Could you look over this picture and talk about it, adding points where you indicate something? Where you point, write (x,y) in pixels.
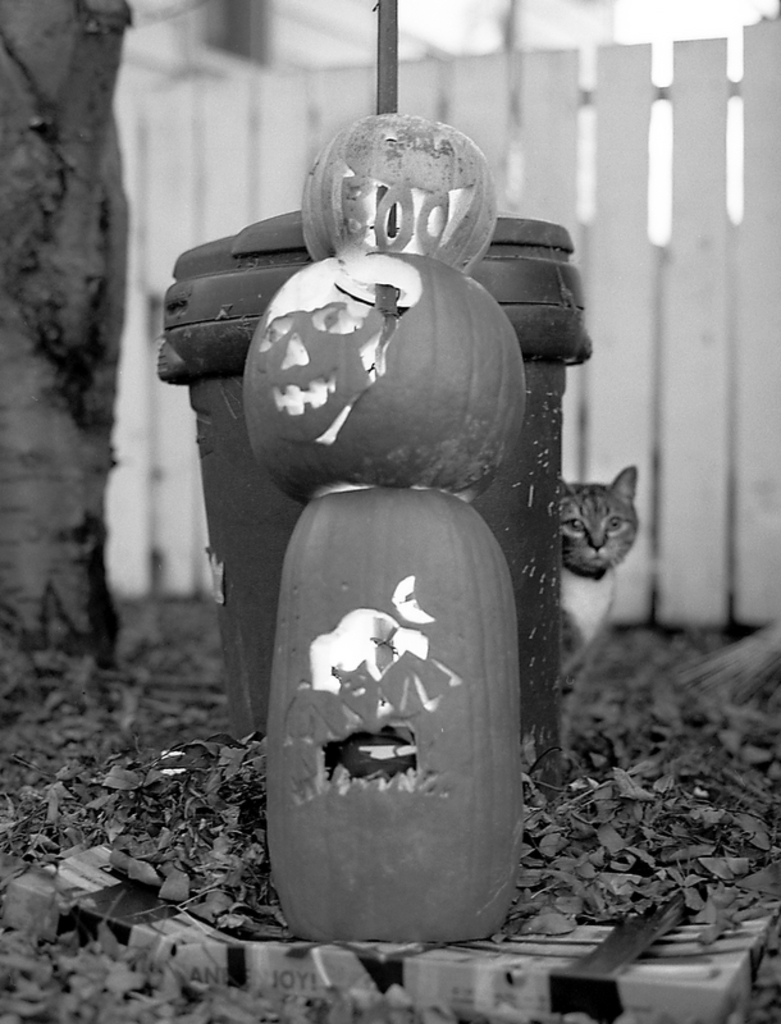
This is the black and white image and we can see few carved pumpkins (326,825) and behind there is an object (537,514) which looks like a dustbin (540,320) and we can see a cat (592,614). There are some dry leaves (555,909) and some other things (420,972) on the ground (772,1014) and we can see a tree trunk (87,403) and there is a fence (568,97) in the background (694,430).
